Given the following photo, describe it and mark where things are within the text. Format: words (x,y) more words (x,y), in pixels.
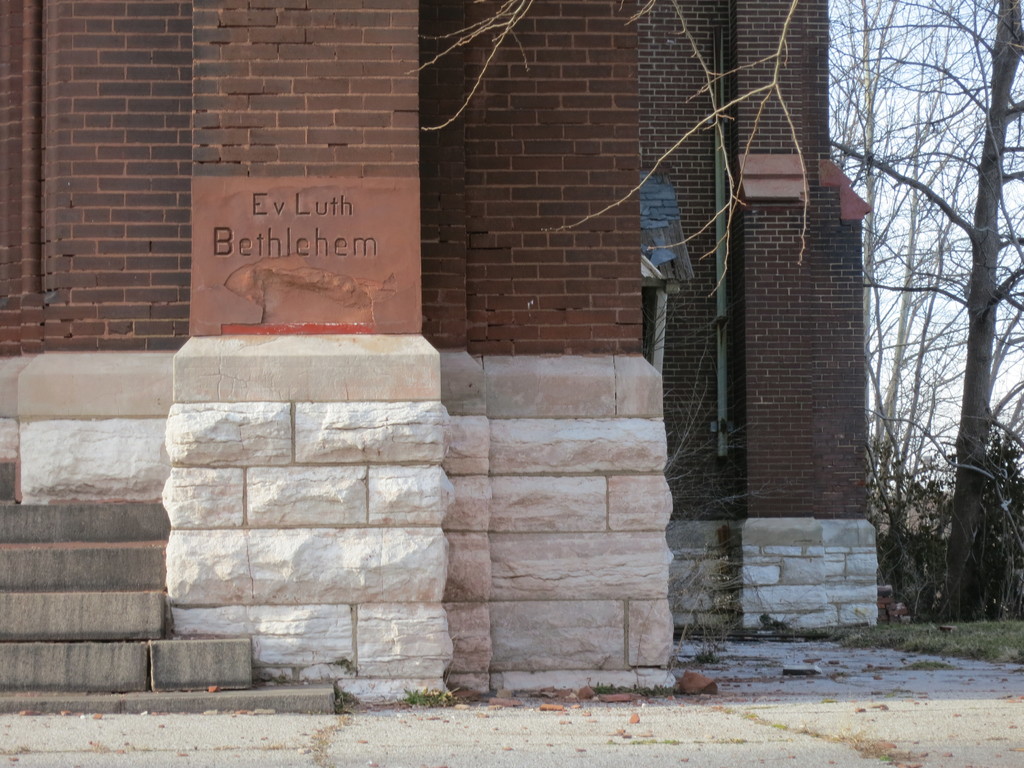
In this image in the background (500,301) there is a wall (550,360). On the wall (359,292) there is some text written on it. On the right side (983,480) there are trees (917,483) and there's grass (922,646) on the ground (930,657).
